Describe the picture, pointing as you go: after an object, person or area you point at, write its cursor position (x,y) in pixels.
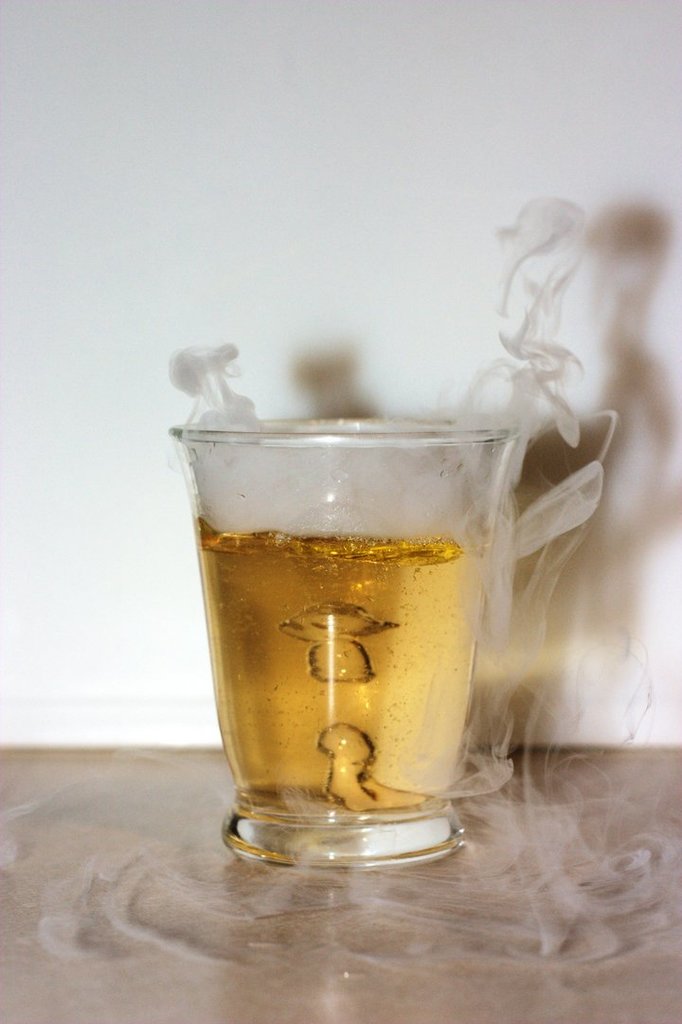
In this picture there is a liquid (301,752) in the cup (409,545) and there is a steam (564,287) around the cup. At the back (435,229) there is a wall (121,254) and there is a shadow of cup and steam (633,846) on the wall (675,334).
